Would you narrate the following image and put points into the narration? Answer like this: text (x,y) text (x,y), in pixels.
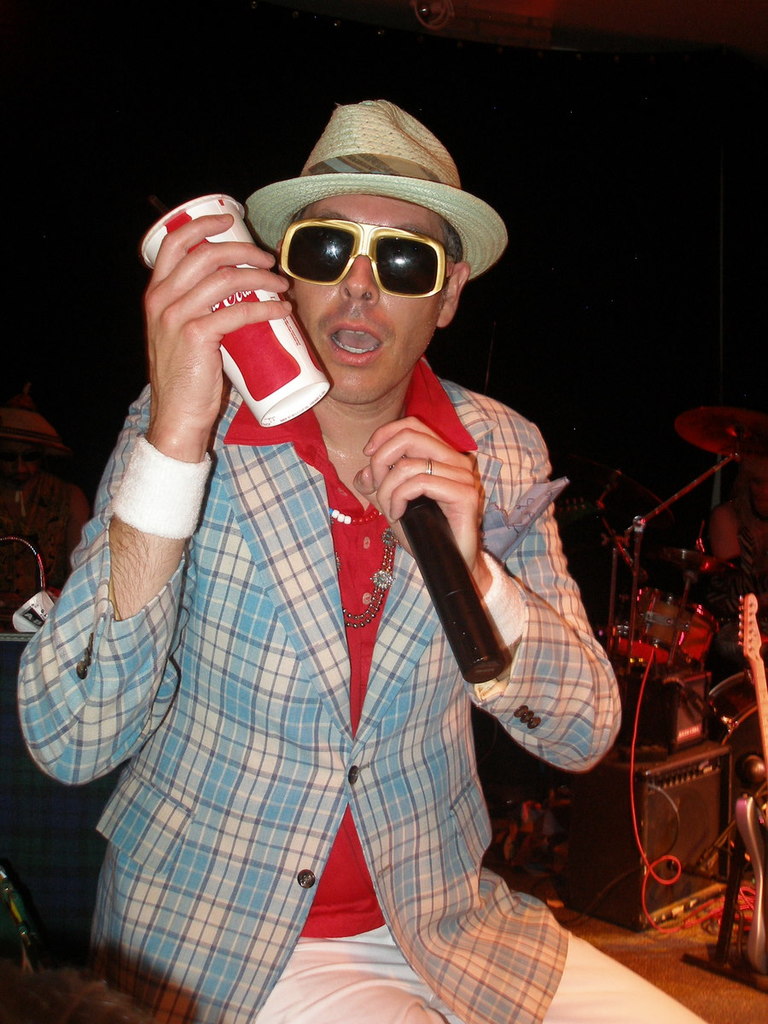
In this image I can see a person (365,652) sitting and holding a cup (222,198) and a microphone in his hands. I can see few musical instruments (689,608) and the black colored background (44,185).
